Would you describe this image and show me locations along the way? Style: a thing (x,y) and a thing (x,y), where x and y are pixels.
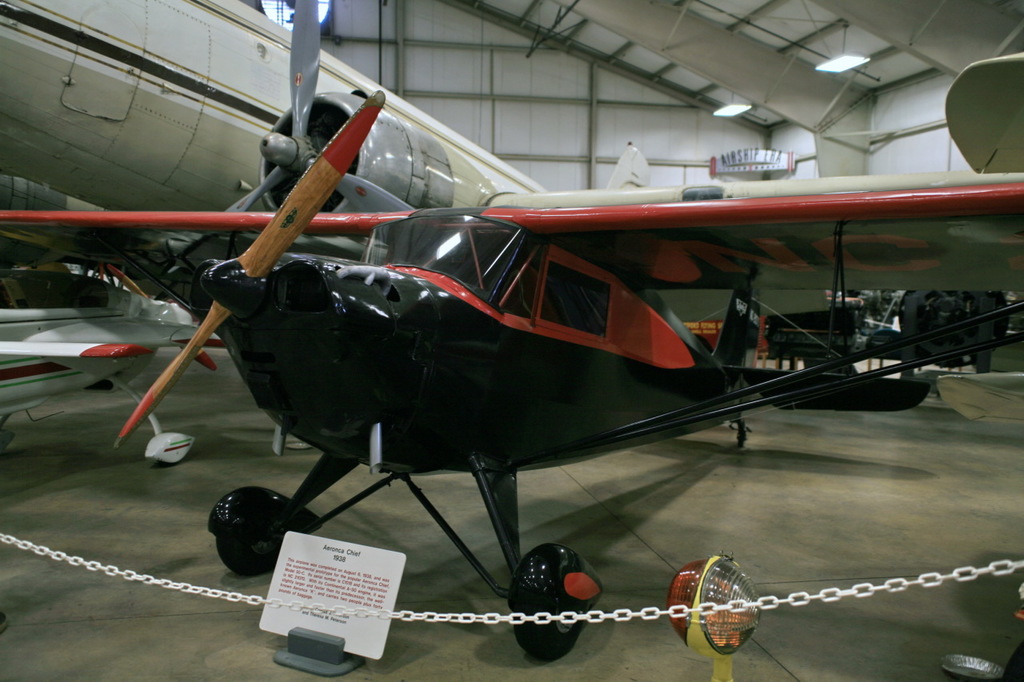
In this image we can see few aircraft (639,219). There is a board (356,571) and some text (327,575) written on it. There is a chain barrier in the image. There are few lights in the image.
